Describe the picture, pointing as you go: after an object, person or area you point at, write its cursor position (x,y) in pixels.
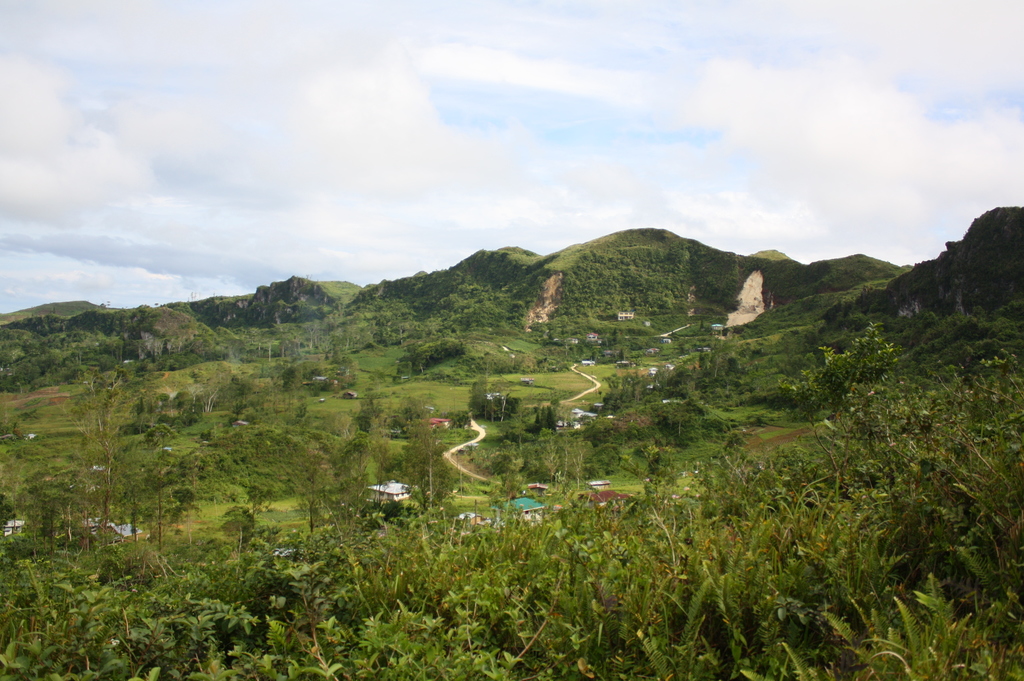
In the image there are many plants (354,587) in the front (740,545) with some buildings (605,481) in the middle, in the back (203,335) there are hills (515,300) covered with trees (507,319) all over it and above its sky (454,121) with clouds (248,132).
